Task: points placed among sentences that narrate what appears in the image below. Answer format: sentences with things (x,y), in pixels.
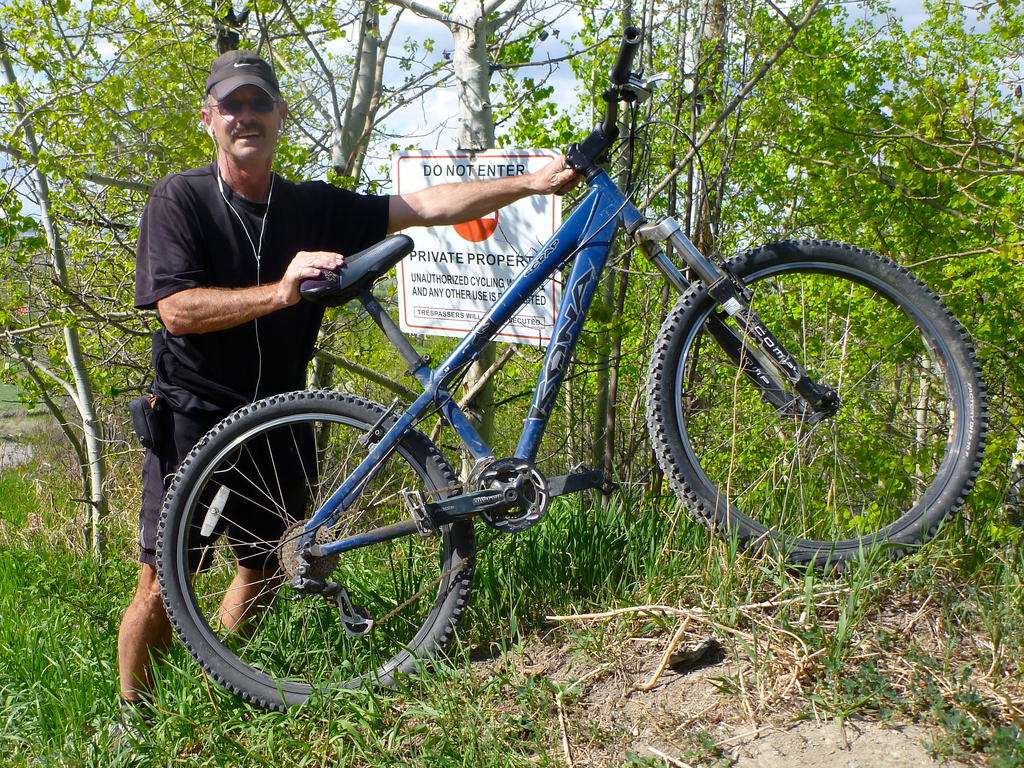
In this image we can see a man (246,118) is holding a bicycle (361,293) with his hands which is on the ground (554,752) and there is a cap (267,83) on his head (255,103). In the background (372,136) there are trees (363,27), a board (531,205) on the tree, plants (88,568) and grass (558,728) on the ground (556,720) and clouds (113,32) in the sky (171,33).
